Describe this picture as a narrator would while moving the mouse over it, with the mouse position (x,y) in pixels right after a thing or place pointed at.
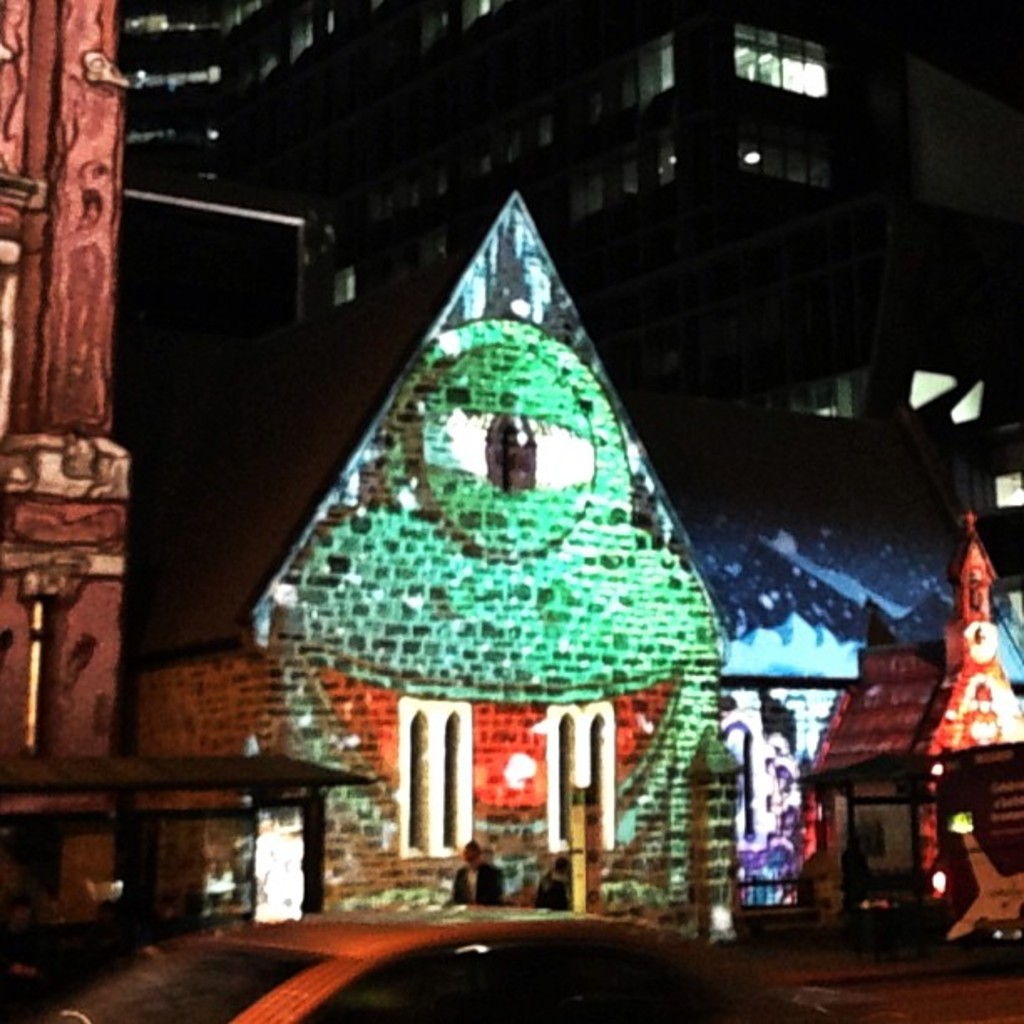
In this image in the center (443,492) there is one house (701,795) and there are two people (469,890), on the right side (801,862) and left side (102,128) there are some houses (807,848). In the background (490,121) there is a building (607,206) and some lights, at the bottom (422,981) there is one car (239,981).
